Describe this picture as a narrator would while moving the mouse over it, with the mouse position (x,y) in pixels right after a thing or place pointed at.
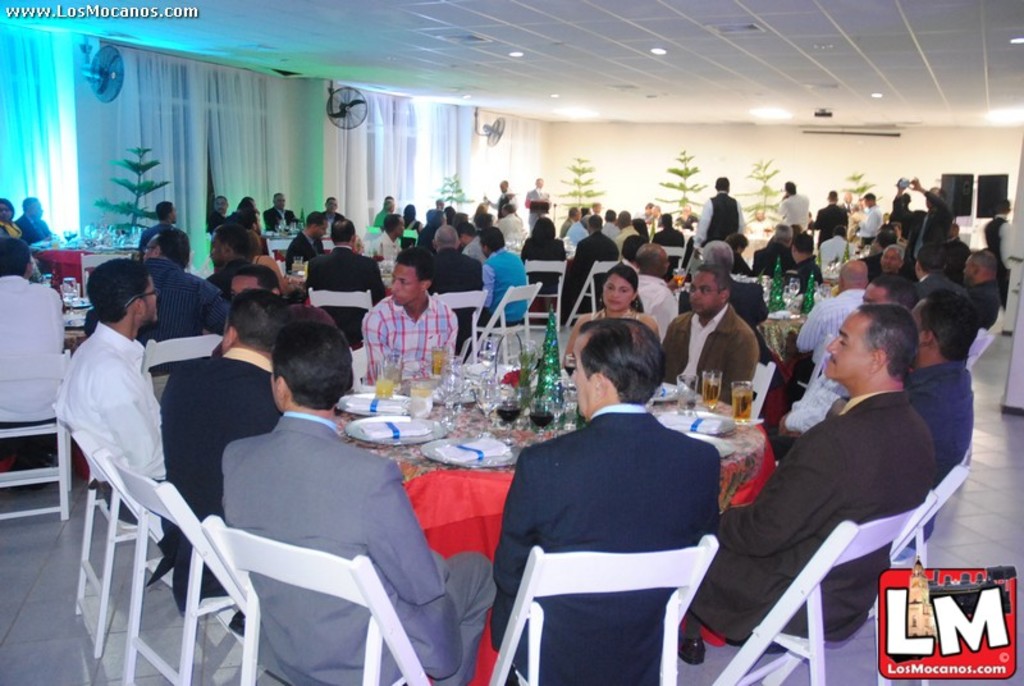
In this image there are many people (414,334) sitting and some are standing. In the middle (500,421) there is a table (462,501) on that there are many plates (419,438), bottle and glasses (541,399), in front of that there are some people (610,409) are sitting on the chairs (560,570). In the background (177,174) there are curtains (164,143), fan (118,92), plant (449,183), light (784,110) and wall (728,139).
